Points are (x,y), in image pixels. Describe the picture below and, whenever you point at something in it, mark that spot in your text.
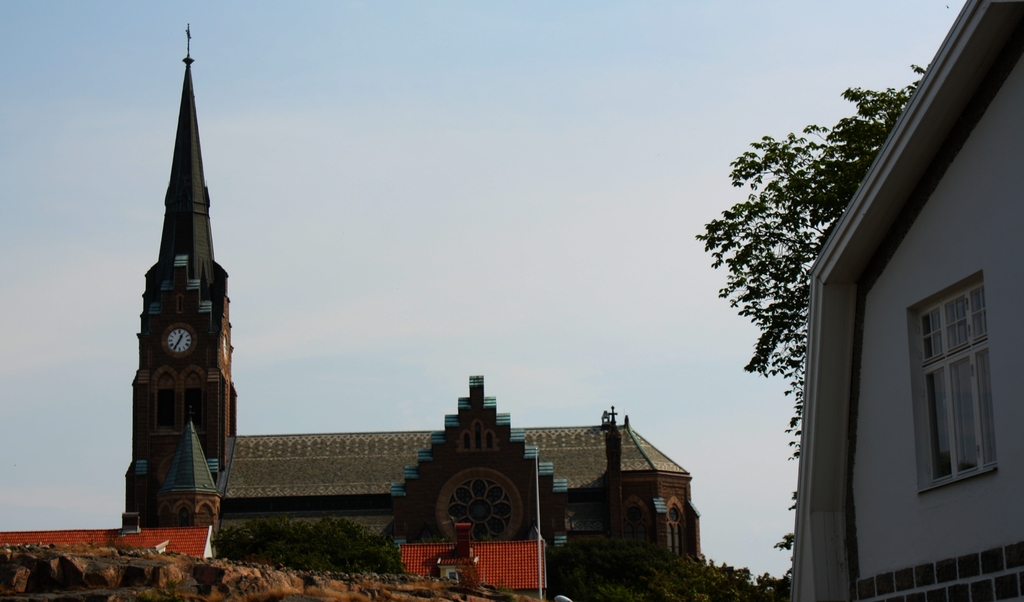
In the picture I can see buildings (494,469) and a clock tower (166,309). In the background (530,204) I can see a tree (760,202) and the sky (458,215).
